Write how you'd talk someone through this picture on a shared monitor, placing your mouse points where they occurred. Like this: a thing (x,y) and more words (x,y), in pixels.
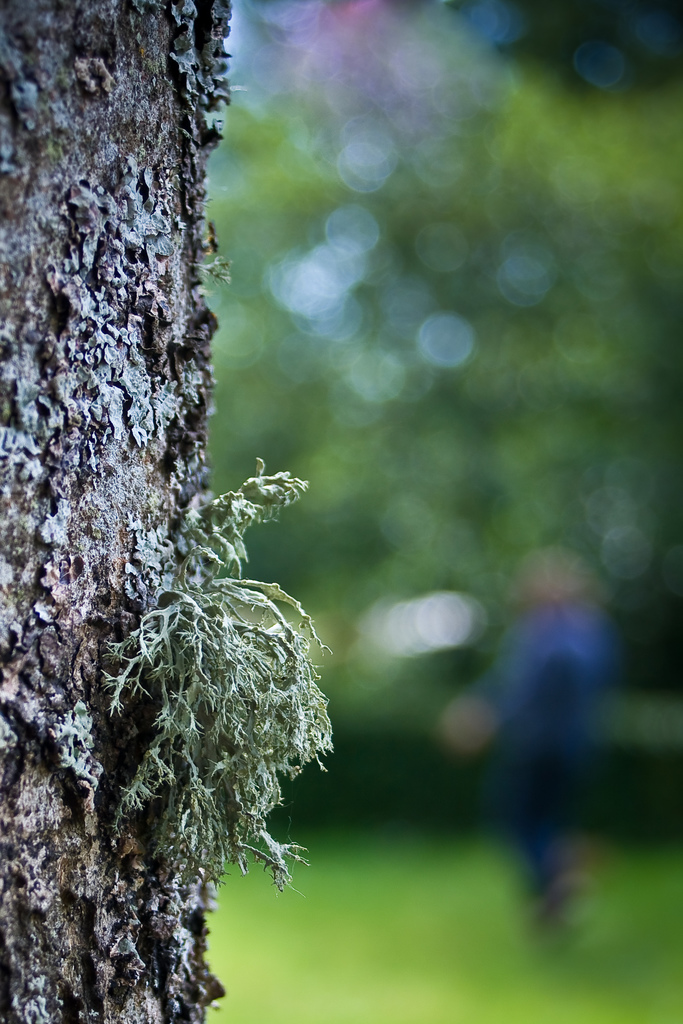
In this image I can see a tree trunk (142,506) on the left (150,495). The background (586,491) is blurred.
